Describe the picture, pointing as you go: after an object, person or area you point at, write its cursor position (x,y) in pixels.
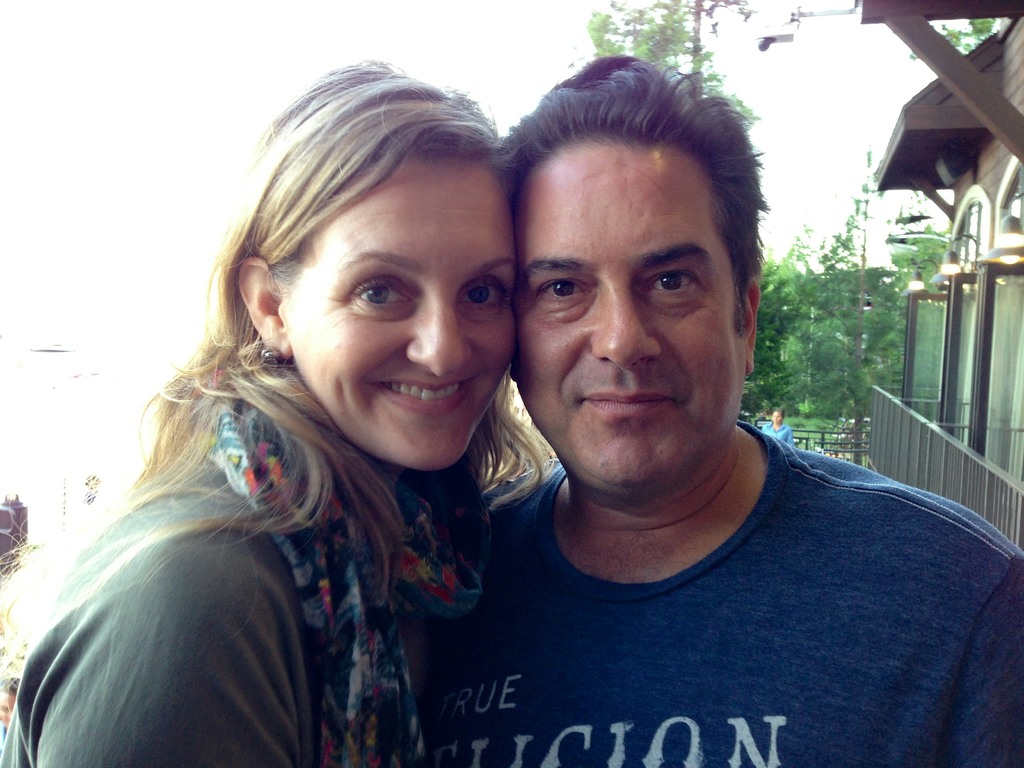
This image consists of two persons (388,659). The woman (338,659) is wearing a scarf (349,708). The man (808,681) is wearing a blue T-shirt (671,595). In the background (848,274), we can see the trees (878,346) and a building (906,356). At the top (118,75), there is sky (180,75).
